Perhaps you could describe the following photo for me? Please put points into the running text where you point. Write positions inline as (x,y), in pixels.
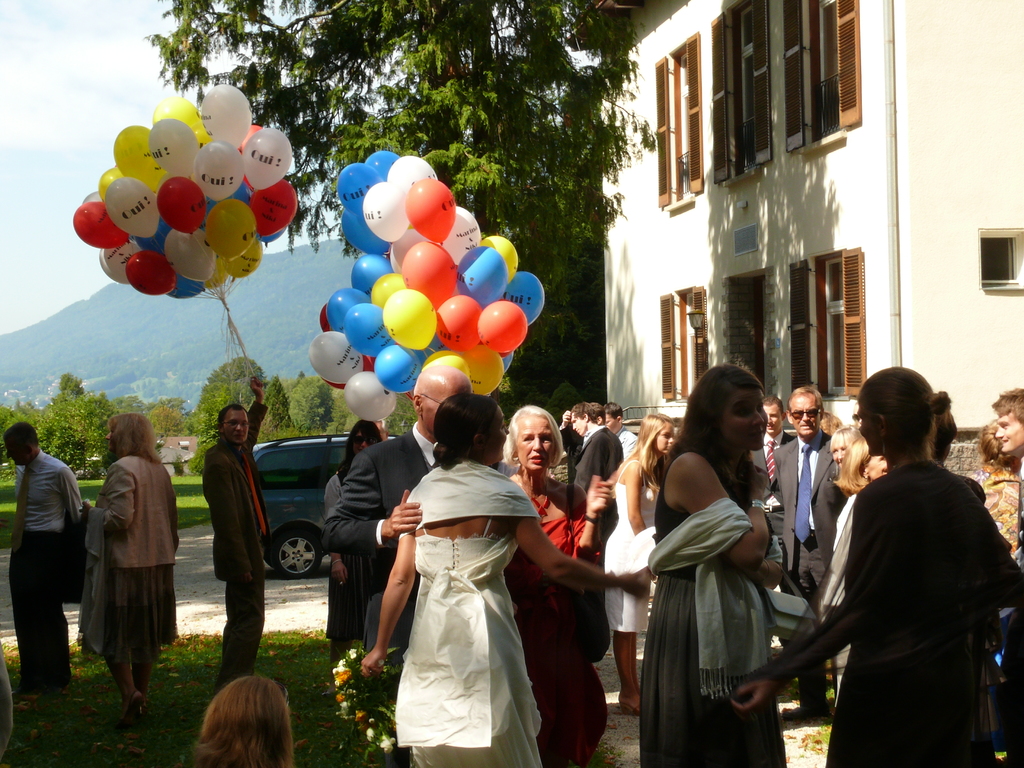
In this image there are people (565,483) standing few (255,482) are holding balloons (376,407), in the background (340,453) there is a car (303,517), trees (272,406), mountain (189,309) and the sky (151,70), in the top right (874,15) there is a building (650,286).
